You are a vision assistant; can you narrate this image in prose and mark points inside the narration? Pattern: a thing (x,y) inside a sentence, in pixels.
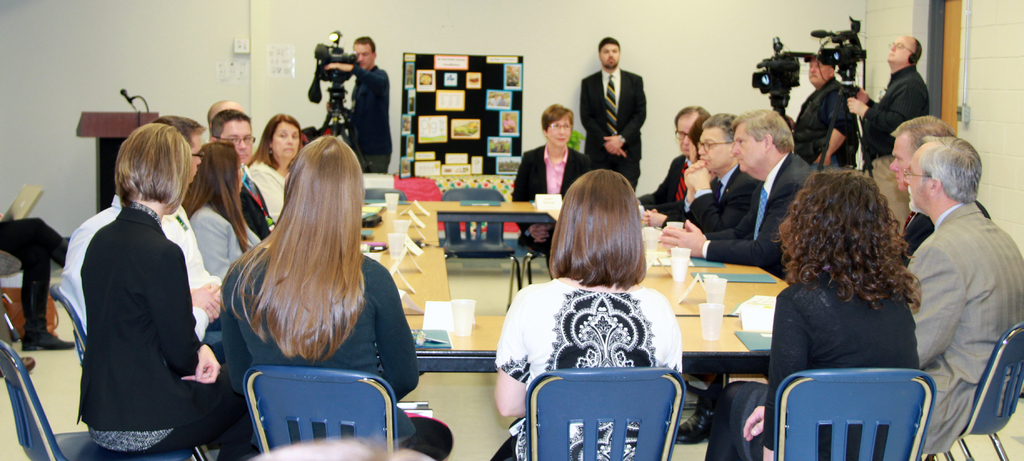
In the picture we can find a group of people (593,224) sitting on the chairs (62,450) near the table (525,219). In the background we can see a person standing and holding a camera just beside to him there is a board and stickers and the person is standing with a blazer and a tie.
